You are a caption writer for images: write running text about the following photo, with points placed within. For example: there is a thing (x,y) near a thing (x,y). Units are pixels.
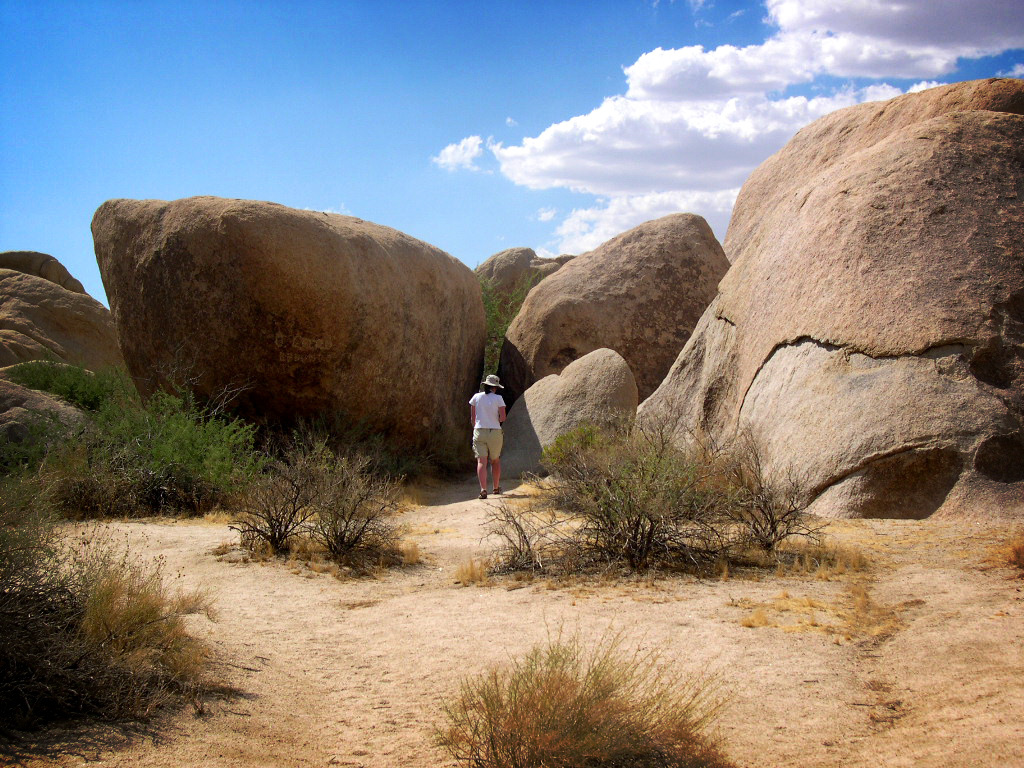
This is an outside view. Here I can see few plants (561,745) on the ground (498,631). In the middle of the image (566,308) there are some rocks (301,350) and also I can see a person (478,443) is walking on the ground (510,486). At the top of the image (276,88) I can see the sky (605,89) and clouds (673,109).
